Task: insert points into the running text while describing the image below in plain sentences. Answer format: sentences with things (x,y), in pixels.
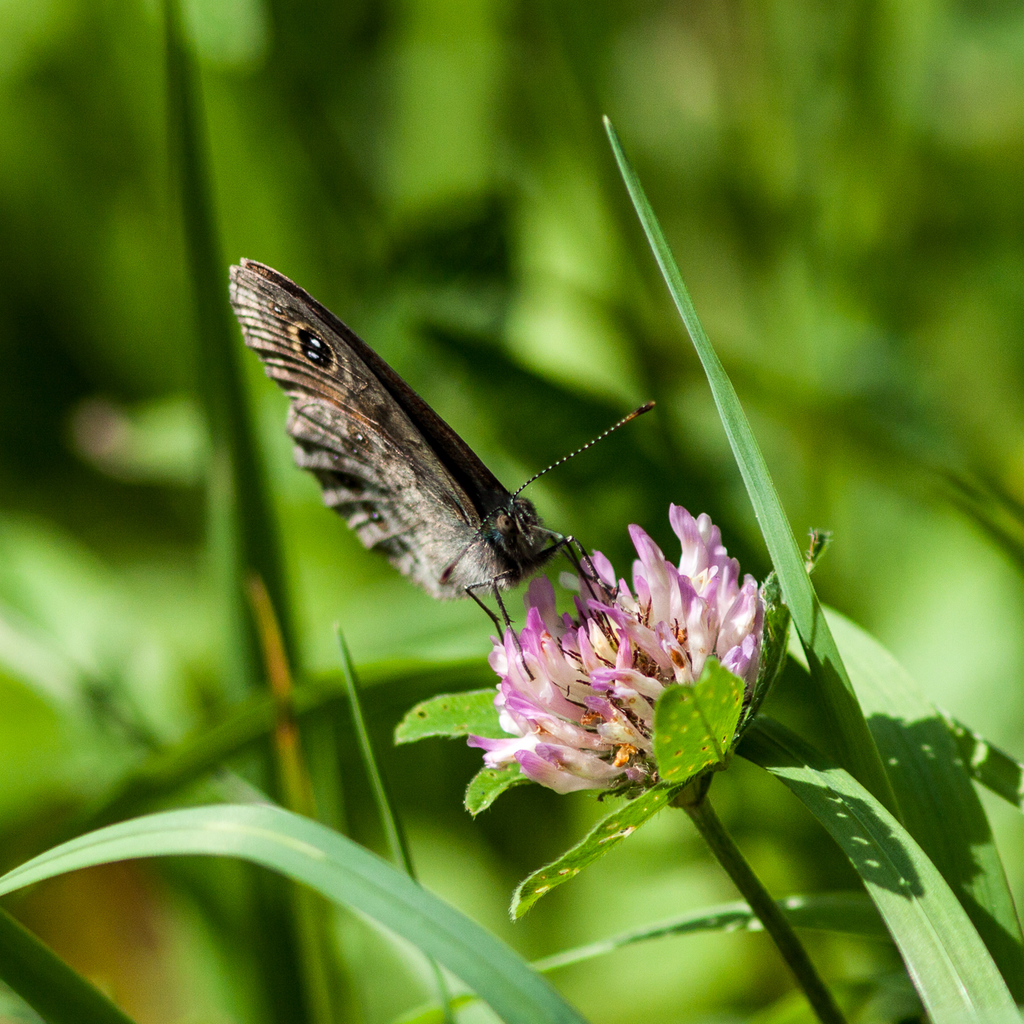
In the image there is a flower (672,658) with stem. On the flower (534,645) there is a butterfly (433,500). And also there are leaves (298,826). There is a green color background (659,432).
